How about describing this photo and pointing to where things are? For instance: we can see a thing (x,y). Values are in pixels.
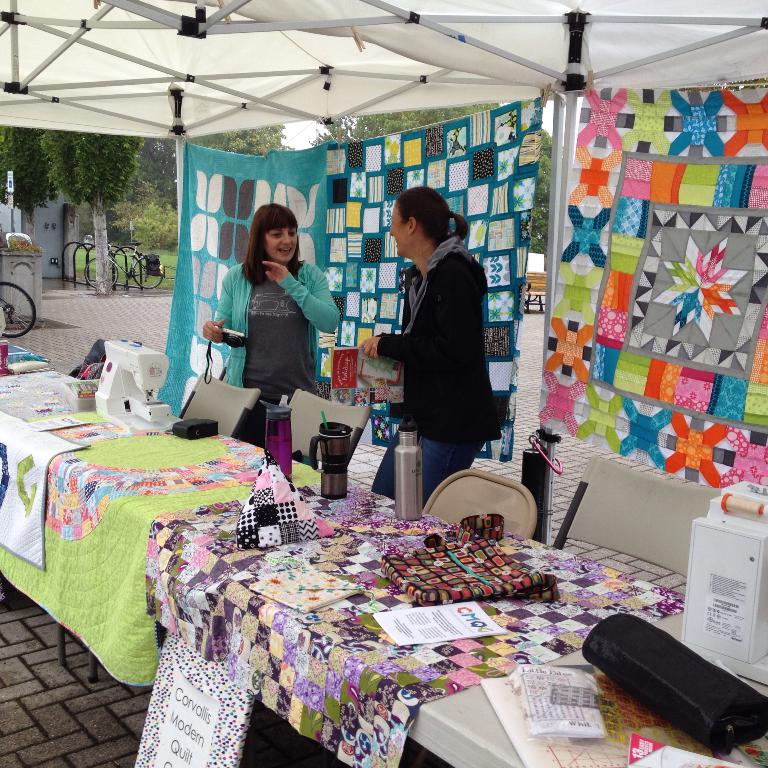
In this image there is a table (422,614), on that table (486,583) there are clothes (361,511) and few items (287,478), beside the table (399,499) there are chairs (215,402) and two ladies (295,321) standing, in the background (239,218) there are clothes (654,161), trees (88,188), at the top (217,83) there is a roof (471,50).
